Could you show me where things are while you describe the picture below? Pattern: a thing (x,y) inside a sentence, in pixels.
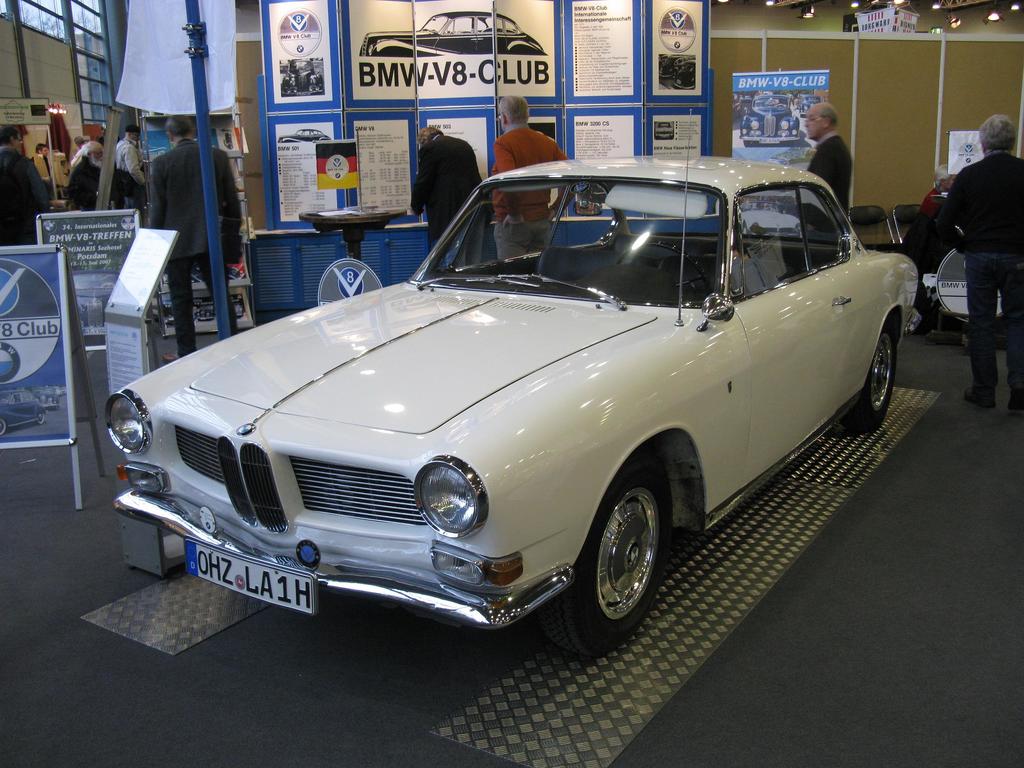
In this image there is a white car (516,405). In the background (164,260) there are many people (204,249), boards (374,65), banners (309,77) are there.
